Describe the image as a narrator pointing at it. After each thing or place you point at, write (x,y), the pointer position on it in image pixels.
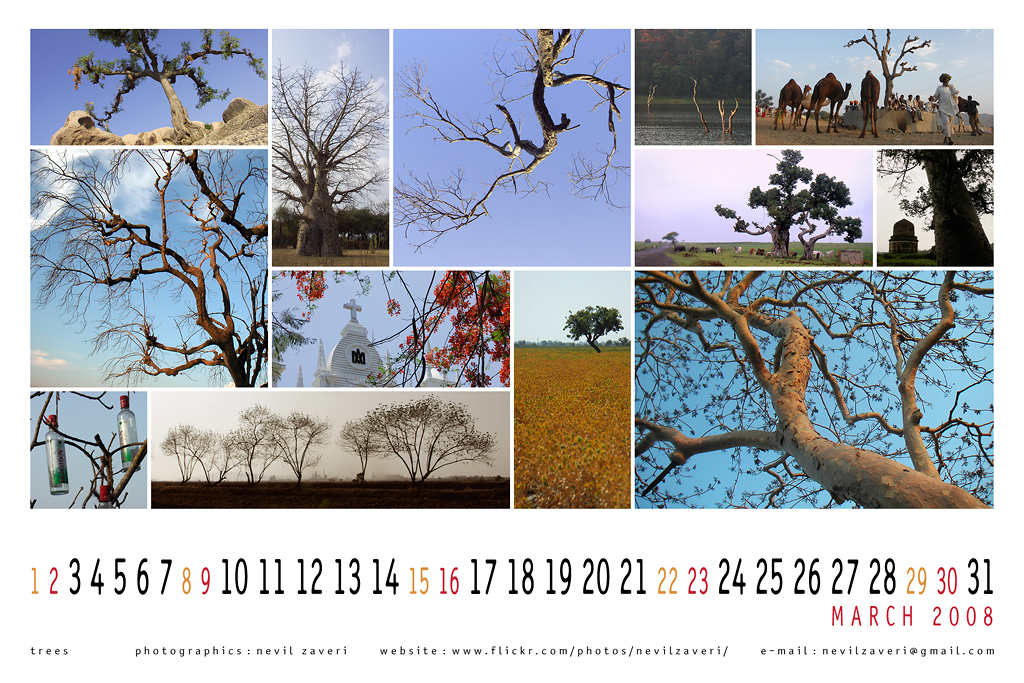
This picture is collage of different pictures. In every picture, there is a tree (381,225) with different structure. At the bottom left (61,469), there is a picture (71,491) with a tree (120,485) and bottles (50,453) are hanged to it. On the top right (853,89), there is a picture (810,74) of a tree (888,88). Before it, there are camels (809,111) and people (956,123). At the bottom (417,589), there is some text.
